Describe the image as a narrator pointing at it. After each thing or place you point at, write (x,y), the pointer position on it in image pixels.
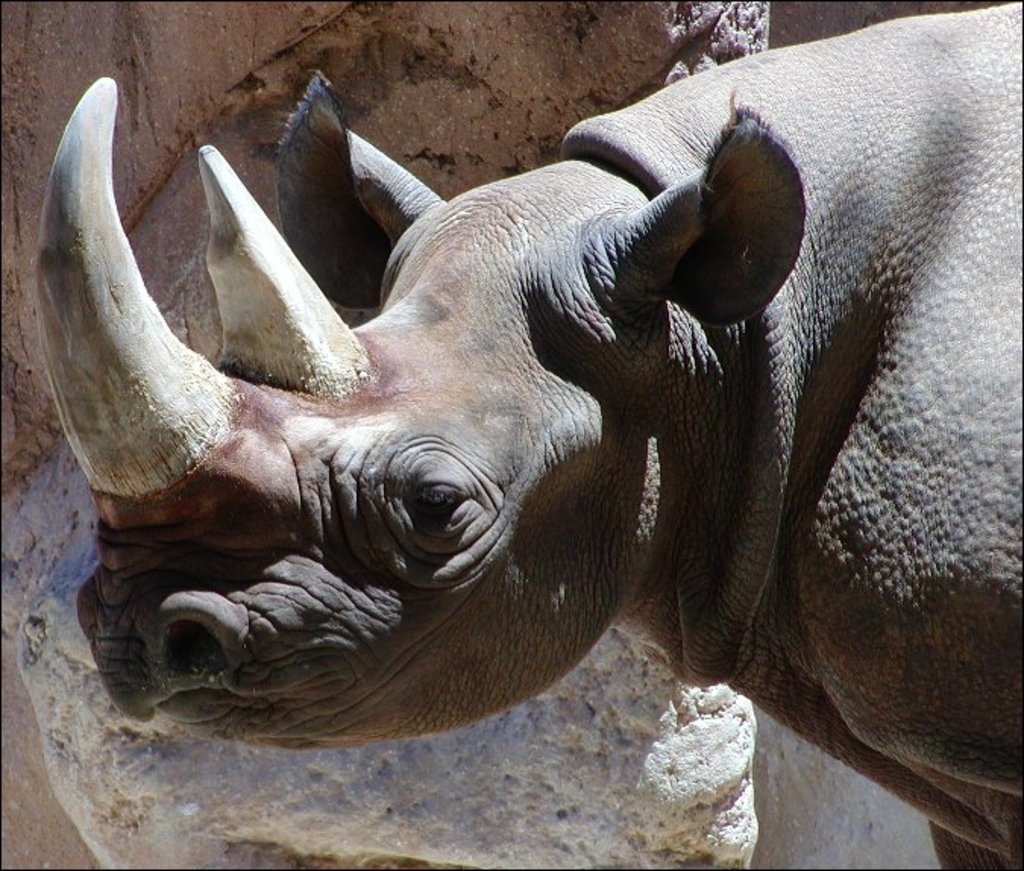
In this image, we can see a rhinoceros (328,338) in front of the rock (689,717).
